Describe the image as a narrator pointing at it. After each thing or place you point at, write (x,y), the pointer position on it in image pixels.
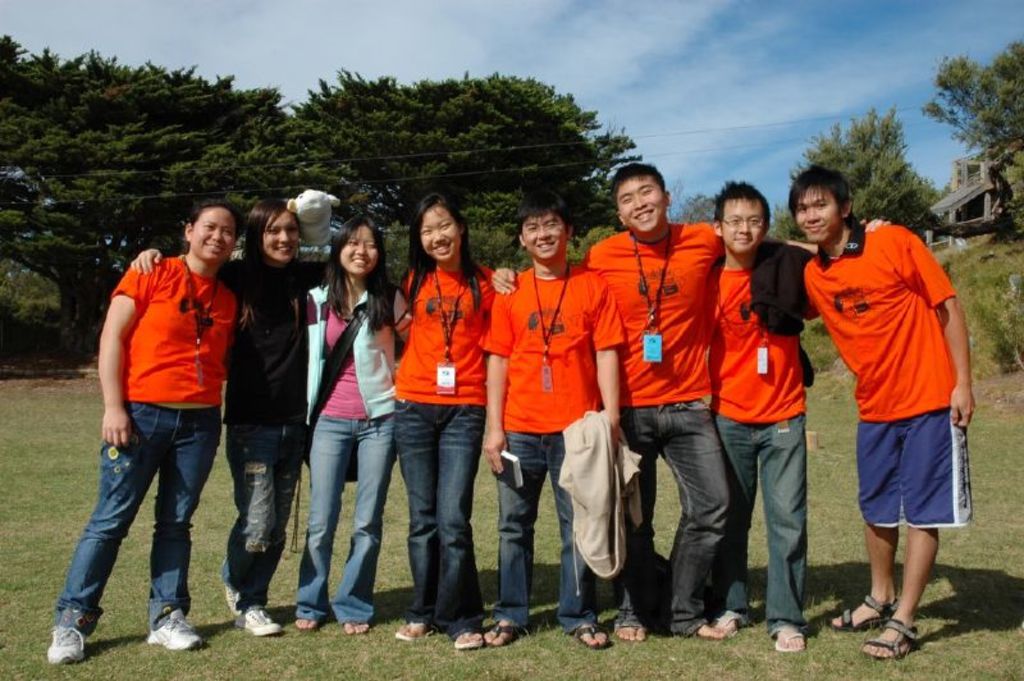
In the front of the image (664,448) I can see a group of people (879,436) standing. Among them one person (503,357) is holding a book (506,465) and jacket (585,450). In the background of the image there are trees (927,214), cloudy sky (623,48) and objects (958,196). Land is covered with grass (200,605).
